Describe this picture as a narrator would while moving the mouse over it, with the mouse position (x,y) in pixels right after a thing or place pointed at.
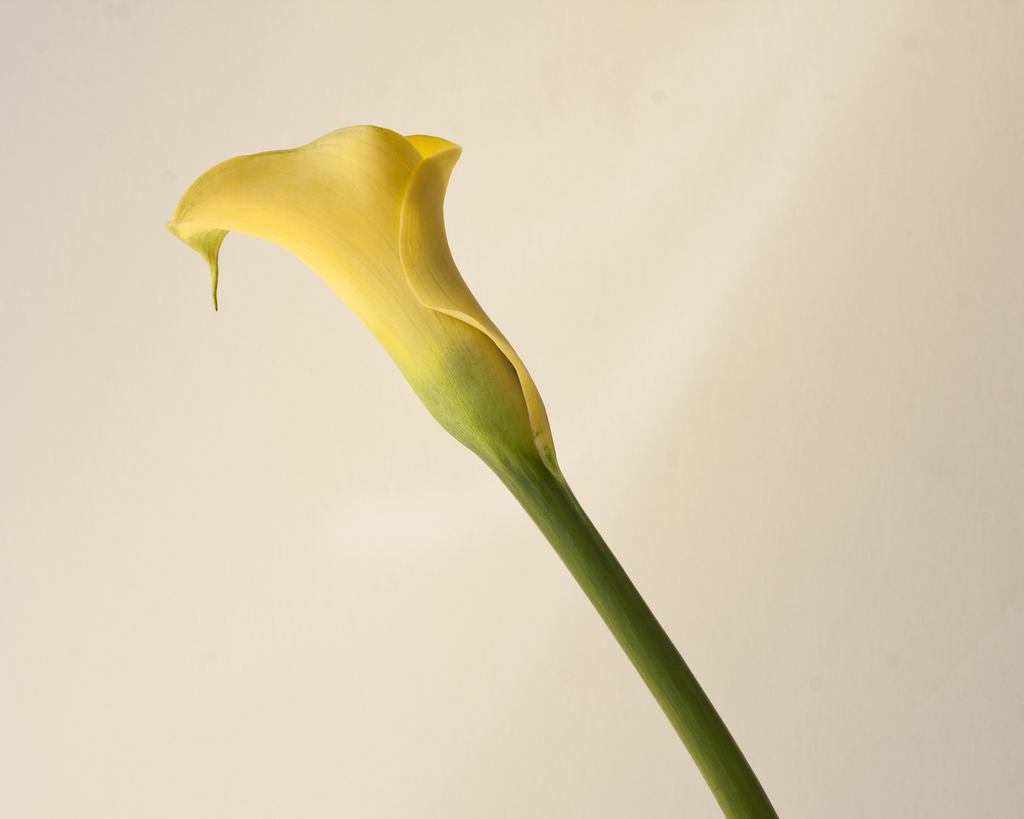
In this picture there is a yellow color flower (292,246). At the back (715,254) it looks like a wall (193,389).
